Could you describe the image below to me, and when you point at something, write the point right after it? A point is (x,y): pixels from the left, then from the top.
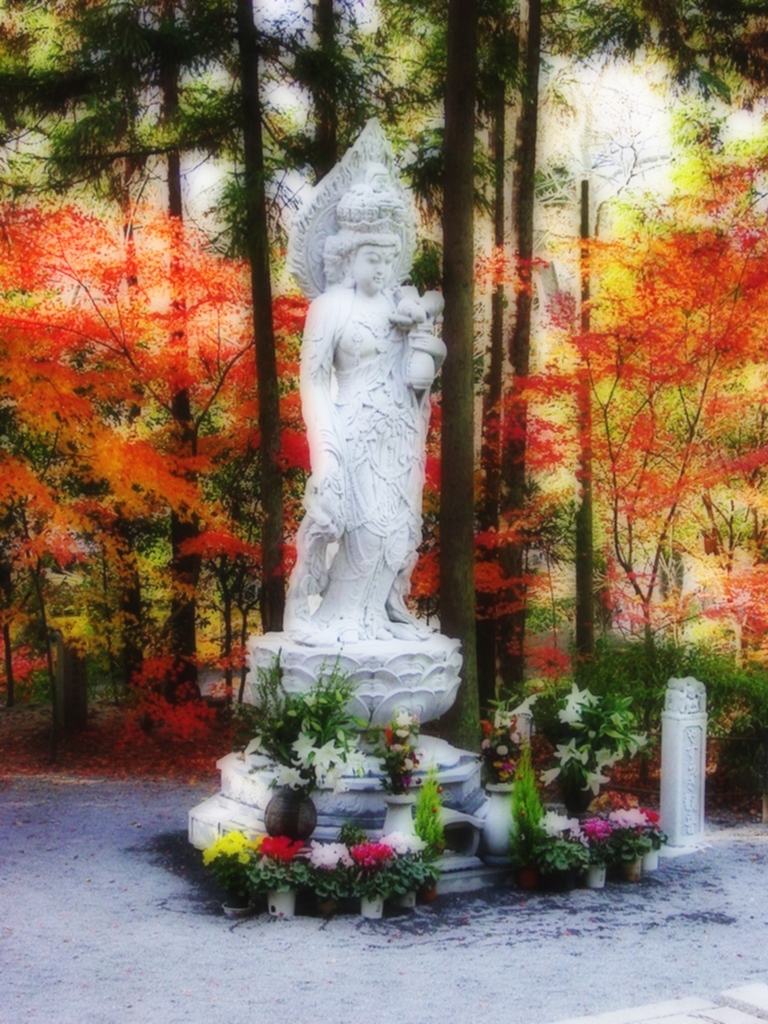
In this picture I can see the statue (401,500). I can see flower plants (434,841). I can see trees (472,114).
